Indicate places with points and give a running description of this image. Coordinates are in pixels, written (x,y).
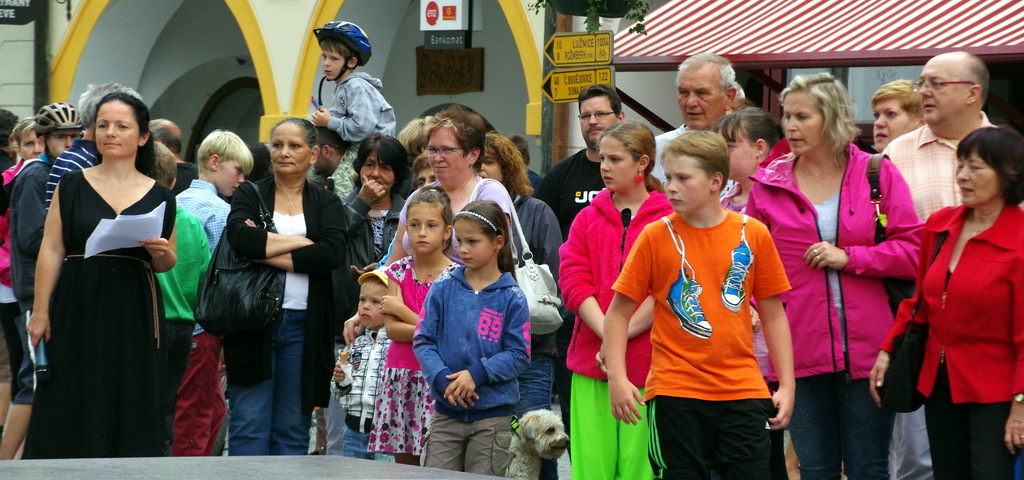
In this image we can see men (929,125) women (370,185), boys (372,110) and girls (442,339) are standing. Behind them one shelter (782,37) is present and one building (249,53) is there. In the middle of the image (474,286) one girl (480,368) is standing, she is wearing blue color top (477,338) with grey pant (465,444). Beside her one dog (535,452) is there. Right side of the image (971,326) one lady (973,390) is standing, she is wearing red color coat (975,354) with black pant (970,429) and carrying black bag (911,373). Left side of the image (88,355) one woman (86,378) is standing, she is wearing black dress (90,382) and holding mic (41,364) in one hand (32,326) and papers (136,241) in the other hand (165,250).
